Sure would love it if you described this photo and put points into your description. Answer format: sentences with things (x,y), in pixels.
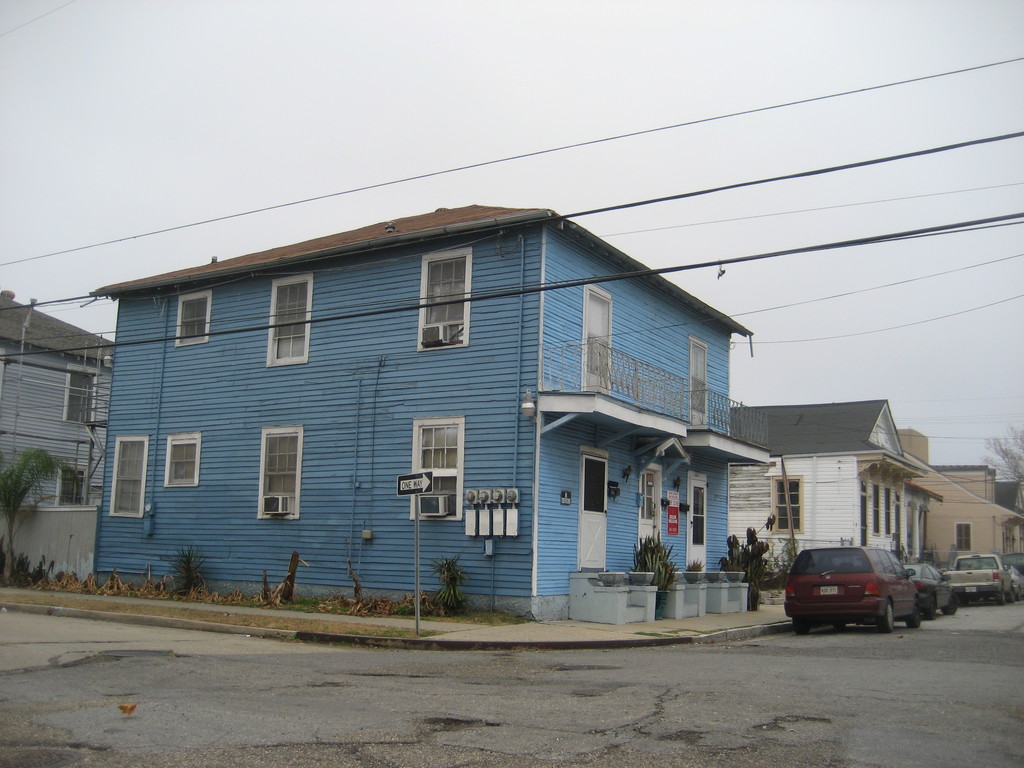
This picture is clicked outside. In the center (432,387) we can see the houses (792,488) and we can see the windows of the houses (321,528) and we can see the plants (443,593), vehicles (893,586) and some other objects (419,481). In the background (340,15) we can see the sky (775,218) and the cables (996,261) and some other objects (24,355).
